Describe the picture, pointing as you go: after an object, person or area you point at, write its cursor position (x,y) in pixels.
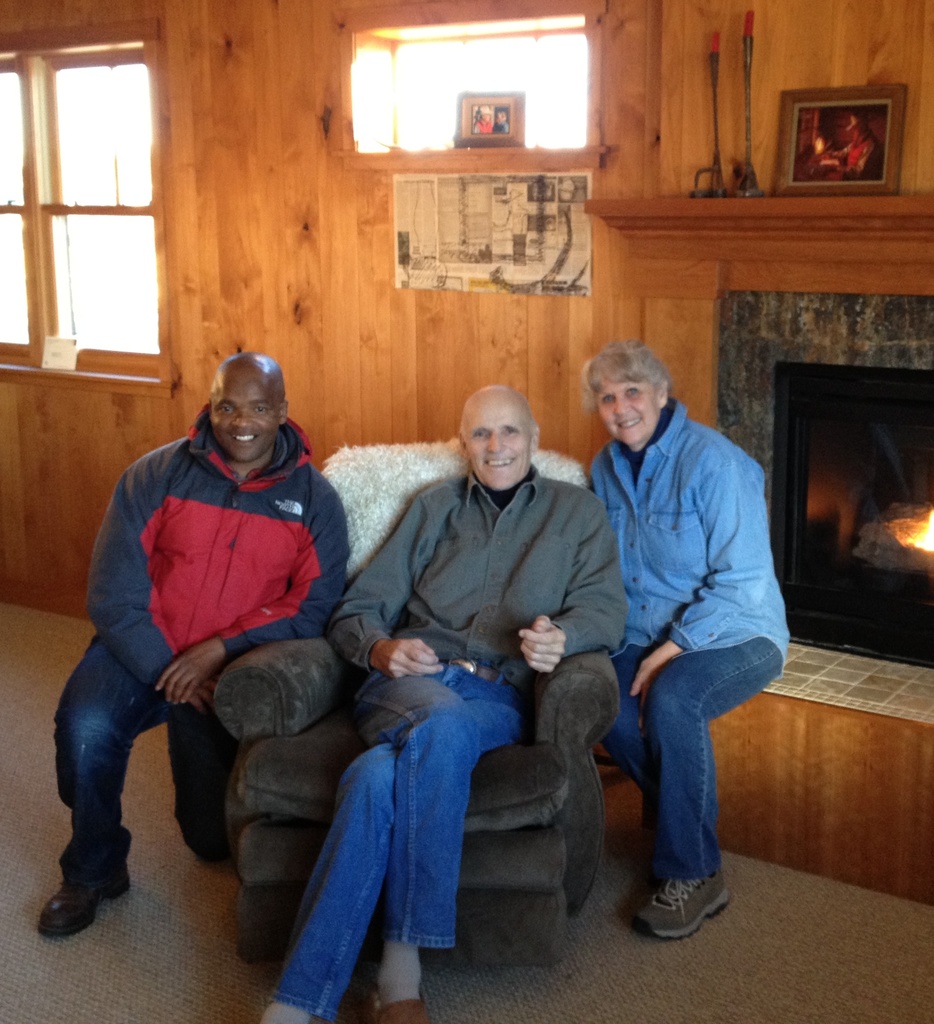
In the picture I can see three people (444,563) among them two are sitting. The man (328,554) on the left side of the image (193,643) is kneeling down on the floor (159,851), the person (341,813) in the middle (440,646) is sitting on the chair (318,801). On the right side (741,297) I can see a fireplace (833,495). In the background (119,265) I can see windows (101,202), some objects (542,259) among them some are attached to a wall (928,190) and some of them on fireplace (804,225).
